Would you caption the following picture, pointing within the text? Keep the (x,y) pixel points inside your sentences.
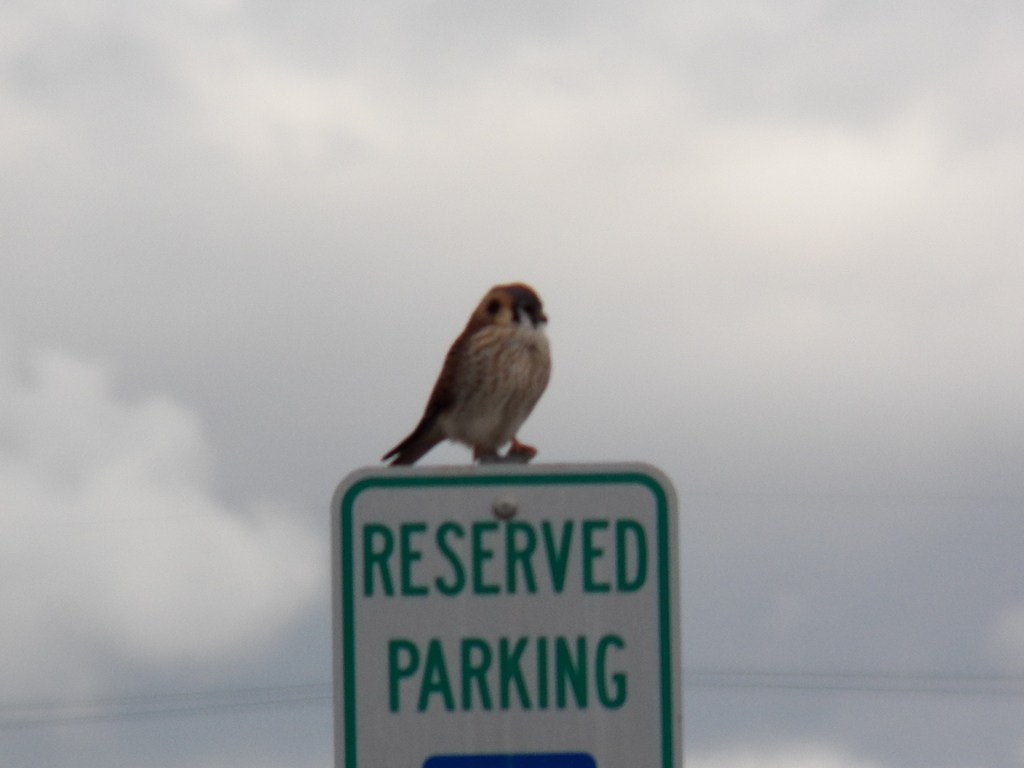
In this image I can see a bird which is in cream and brown color standing on the board (658,495) and the board (538,623) is in white color and something written on it. Background (682,270) I can see sky (350,155) in white and gray color.
